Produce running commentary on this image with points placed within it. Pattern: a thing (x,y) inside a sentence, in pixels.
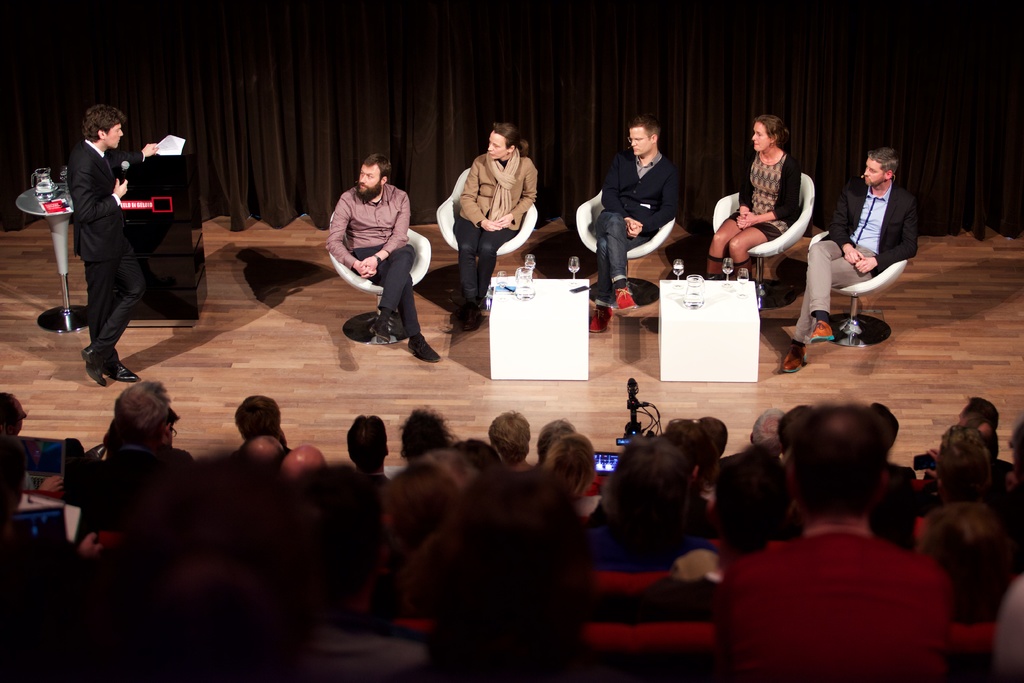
There is a group of persons (452,537) are present at the bottom of this image (526,588), and there are five persons (375,254) sitting on a white color chairs (780,248) in the middle of this image (443,236). There are some glasses (504,273) kept on a white color tables (551,300). There is one person (88,244) standing and holding a paper (169,149) on the left side of this image (109,225). There is a black color curtain (472,114) in the background (633,108).
